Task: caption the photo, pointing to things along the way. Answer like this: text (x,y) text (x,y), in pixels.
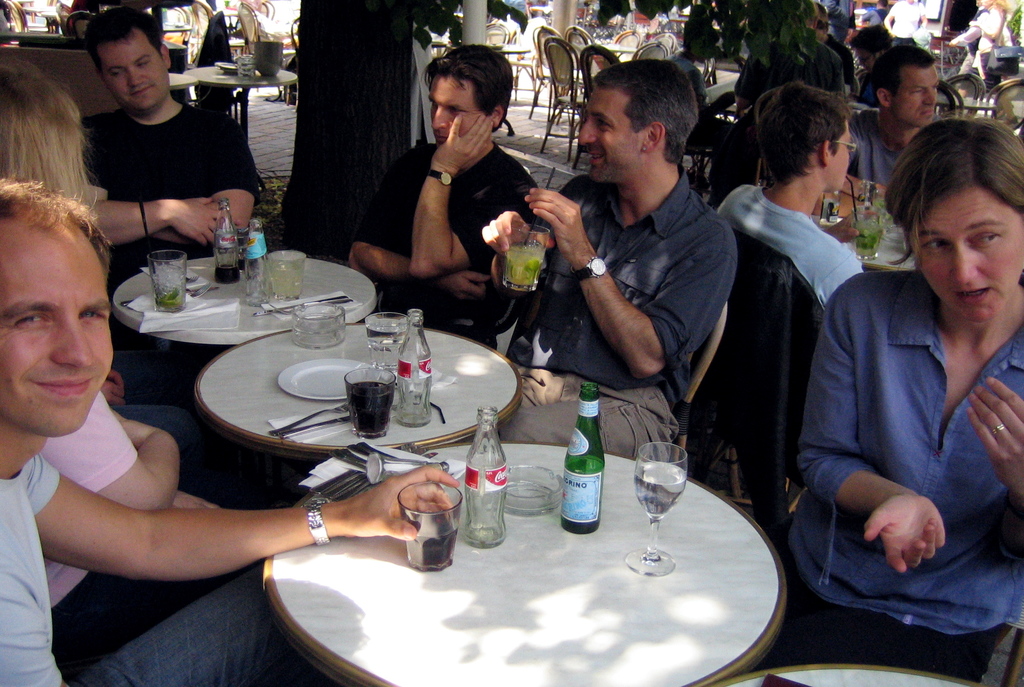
In this image, There are some table (635,675) which are white in color and there are some glasses (460,488) and bottles (585,462) and there are some people (809,519) sitting around the table (511,393) and in the background (758,58) there are some people (767,115) sitting on the chairs (575,27).
